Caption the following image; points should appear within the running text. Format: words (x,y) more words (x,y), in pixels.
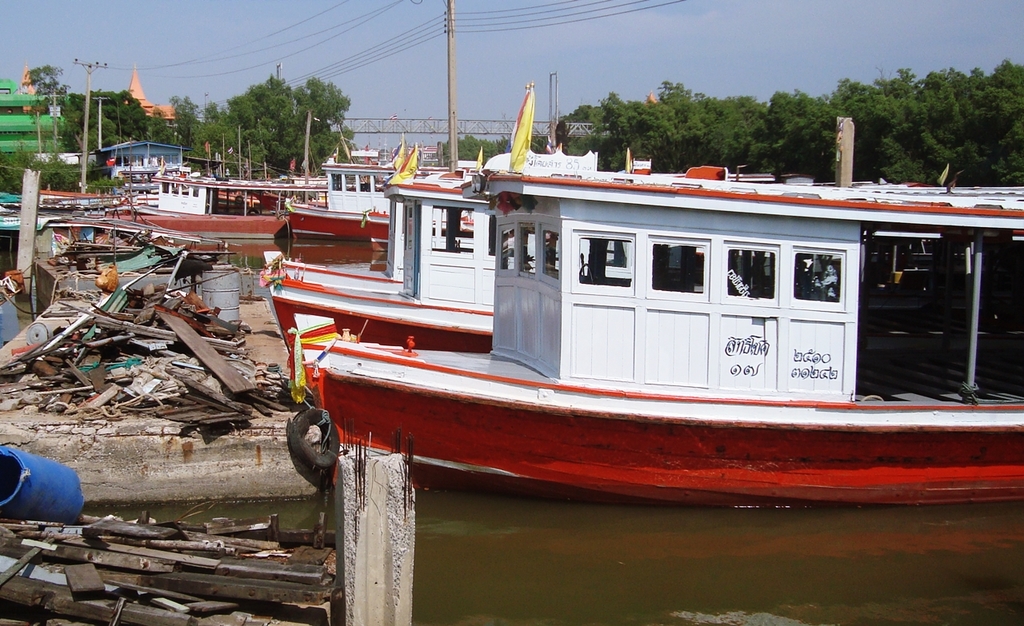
Here in this picture we can see boats (395,232) present at the dock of the river (808,561), as we can see water (815,517) present over there and we can see some scrap (167,550) present in front of it and in the far we can see buildings (26,130) present and we can see plants (192,140) and trees (173,128) all over there and we can see electric poles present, with wires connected to it over there and in the middle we can see a bridge (344,128) also present over there.
